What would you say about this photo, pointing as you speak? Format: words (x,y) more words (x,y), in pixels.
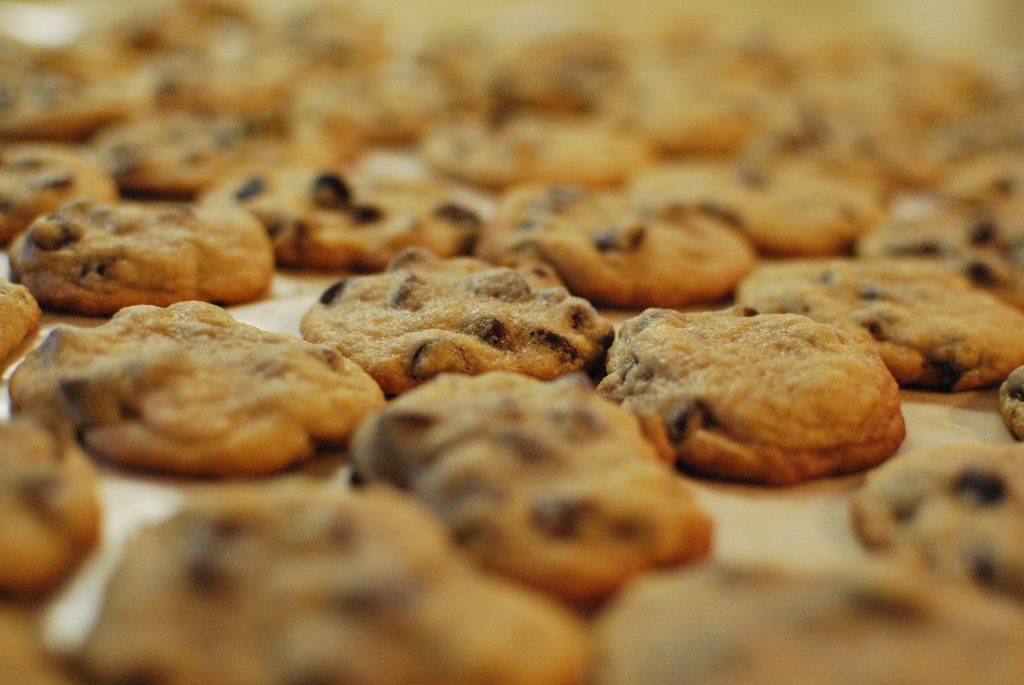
In this image I can see number of brown colour cookies (305,347). I can also see this image is blurry from background (770,9).
